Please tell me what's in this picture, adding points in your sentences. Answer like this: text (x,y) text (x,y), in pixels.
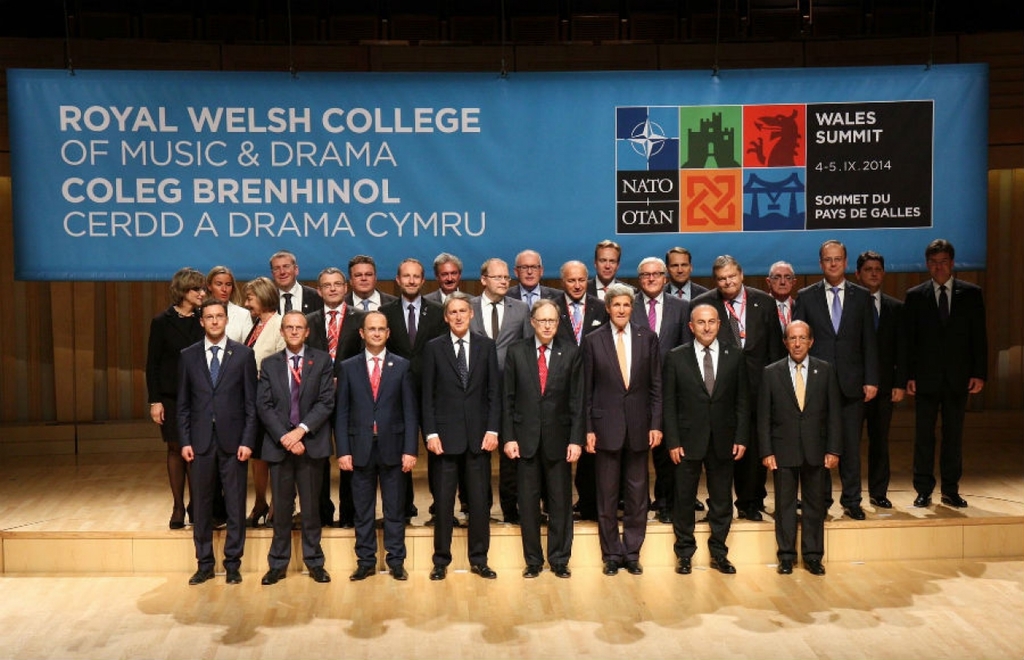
In this picture I can observe some people (426,344) standing on the floor (397,591). They are wearing coats (472,342). In the background (231,253) I can observe blue color flex (391,198).
